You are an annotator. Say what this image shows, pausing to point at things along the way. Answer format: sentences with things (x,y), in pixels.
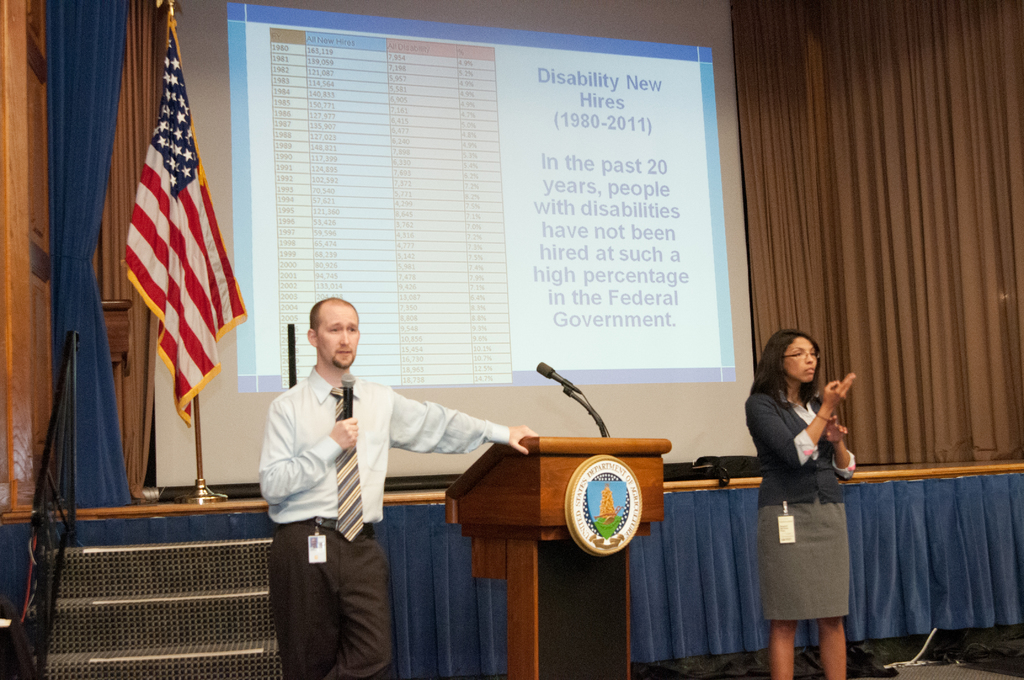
In this image we can see two persons (273,510) male person (344,446) wearing white color shirt (299,505), dark brown color trouser (326,581) keeping his hand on the wooden block (536,495) holding microphone (346,390) in his hands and there is also microphone (597,417) on the wooden block (621,543), the lady person (778,477) wearing blue color jacket (816,470) standing and at the background of the image (183,371) there is flag (190,371) on the stage (163,523), there is curtain (971,211) and projector screen (397,197).
